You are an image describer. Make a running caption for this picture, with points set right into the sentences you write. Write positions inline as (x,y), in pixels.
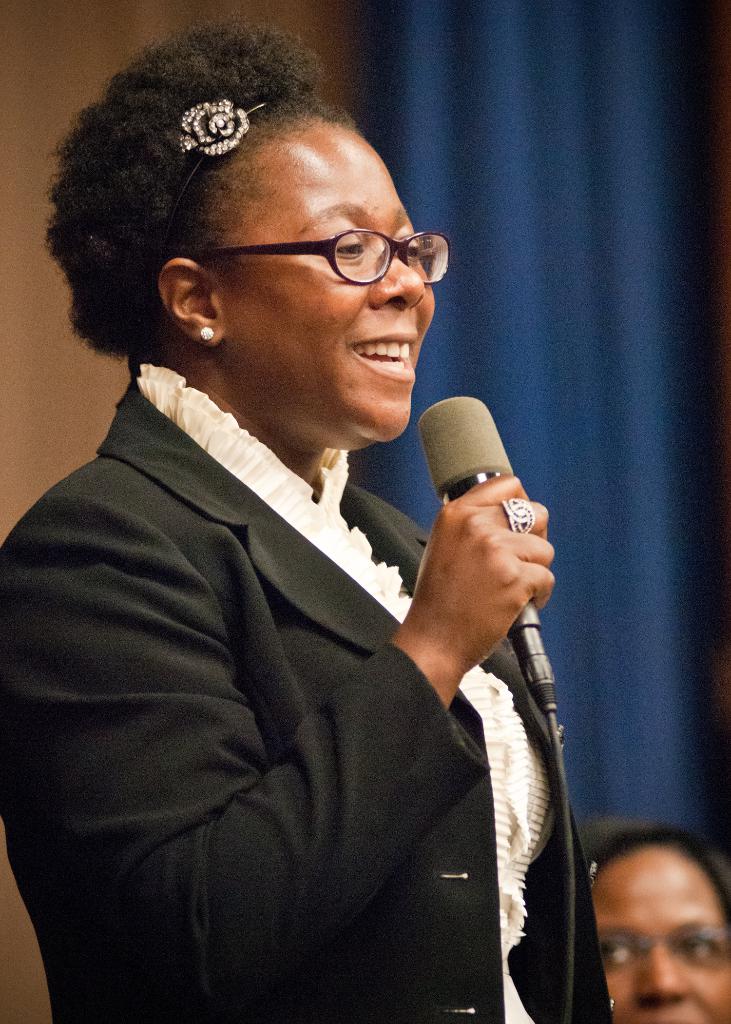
In this picture we can see a woman (323,968) wearing a blazer (190,549), spectacle (437,232) and holding a mic (447,478) with her hand (465,537) and smiling and in the background (447,379) we can see a person (625,884), wall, curtain (730,826).
